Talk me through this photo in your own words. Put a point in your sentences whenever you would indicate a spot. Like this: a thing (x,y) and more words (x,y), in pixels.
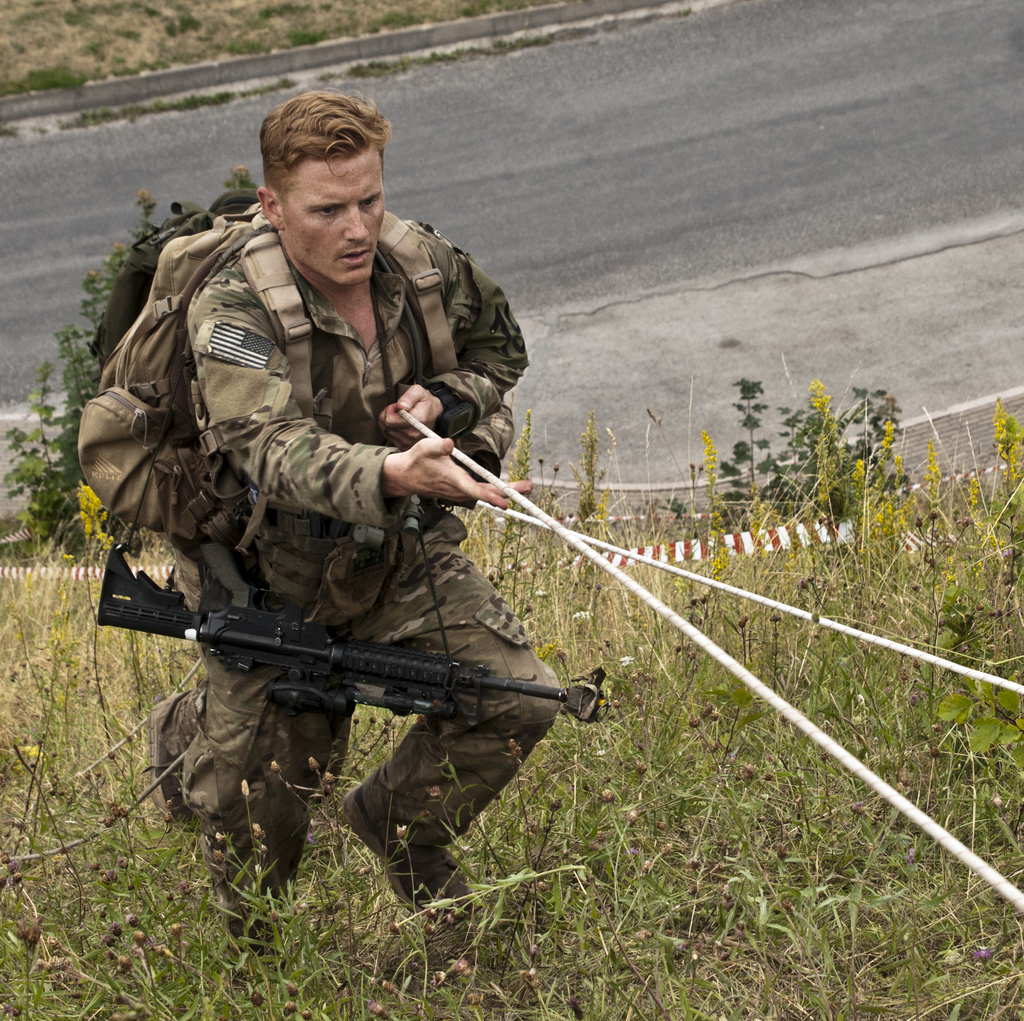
In this image, we can see a person (376,422) holding some object (649,562). We can see the ground (694,53). We can see some grass (779,564), plants (1008,430).
